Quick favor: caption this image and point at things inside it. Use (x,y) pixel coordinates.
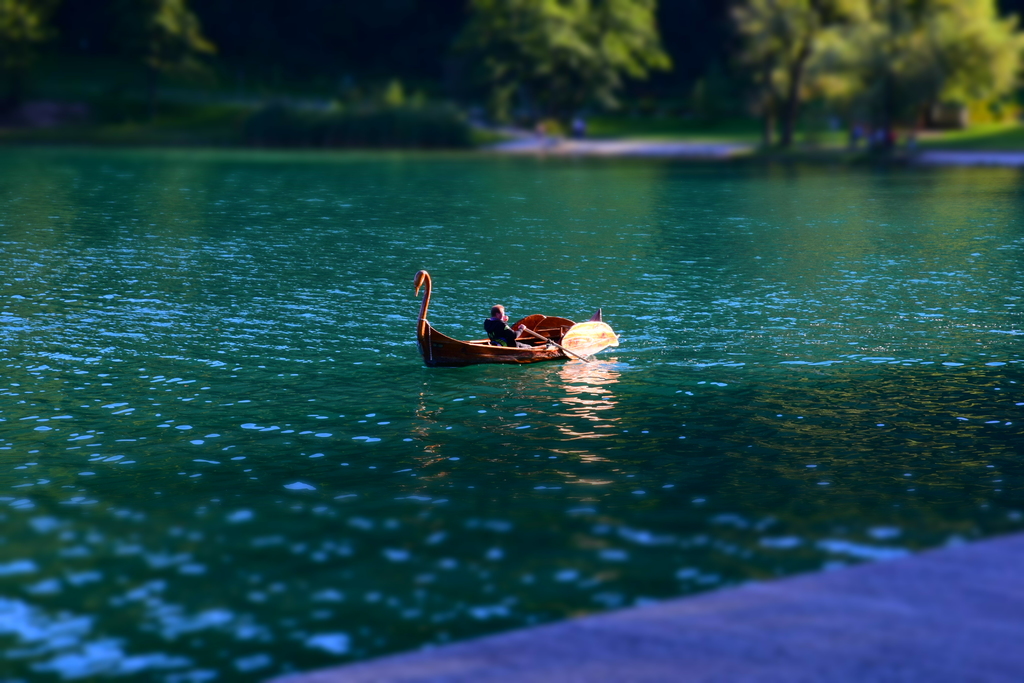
In the picture we can see the water surface (859,511) in it we can see a boat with a person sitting and riding it and far away from it we can see some trees (687,60).
